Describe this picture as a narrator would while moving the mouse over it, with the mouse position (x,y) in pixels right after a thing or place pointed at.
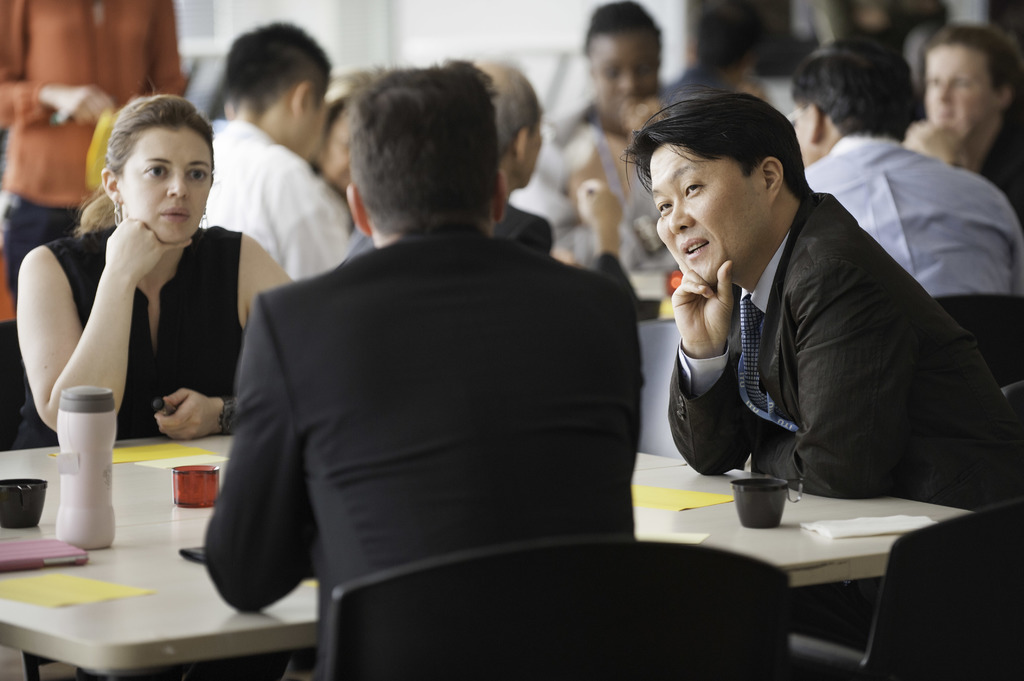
Two men (513,379) and a woman (158,286) sitting around the table (136,583) in the front (749,534). There is a bottle (89,491) and coffee mug (13,500) and phone (40,557) and papers (105,590) and tissue (842,534) on the table (765,544). On the background (873,82) there are bunch of men (726,75) sitting around the table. There is a person (74,98) stood behind the women (167,236). The three people (179,247) in the wearing black dresses (600,311).
